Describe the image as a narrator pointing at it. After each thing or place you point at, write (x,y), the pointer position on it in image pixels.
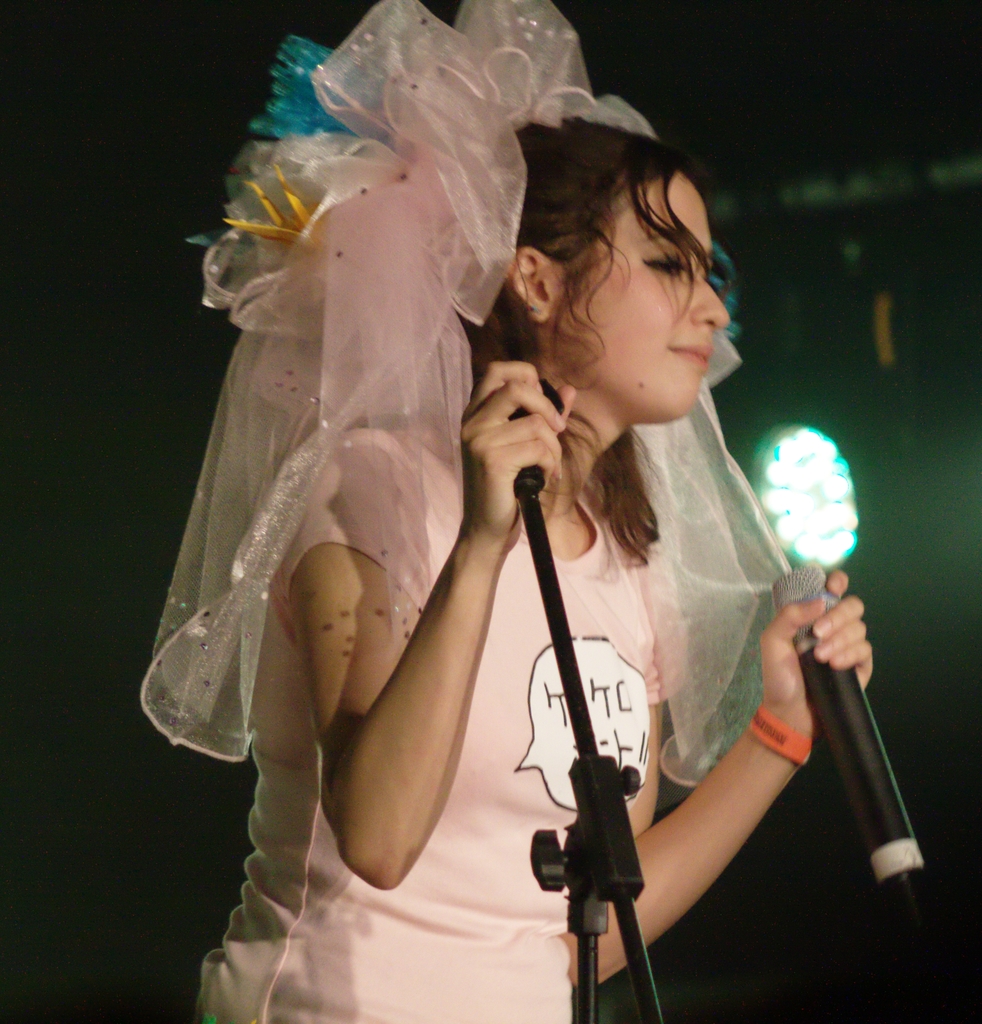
A lady (463,674) with the pink t-shirt (525,789) is holding a mic (811,658) in her left hand (832,613). And she is smiling.
